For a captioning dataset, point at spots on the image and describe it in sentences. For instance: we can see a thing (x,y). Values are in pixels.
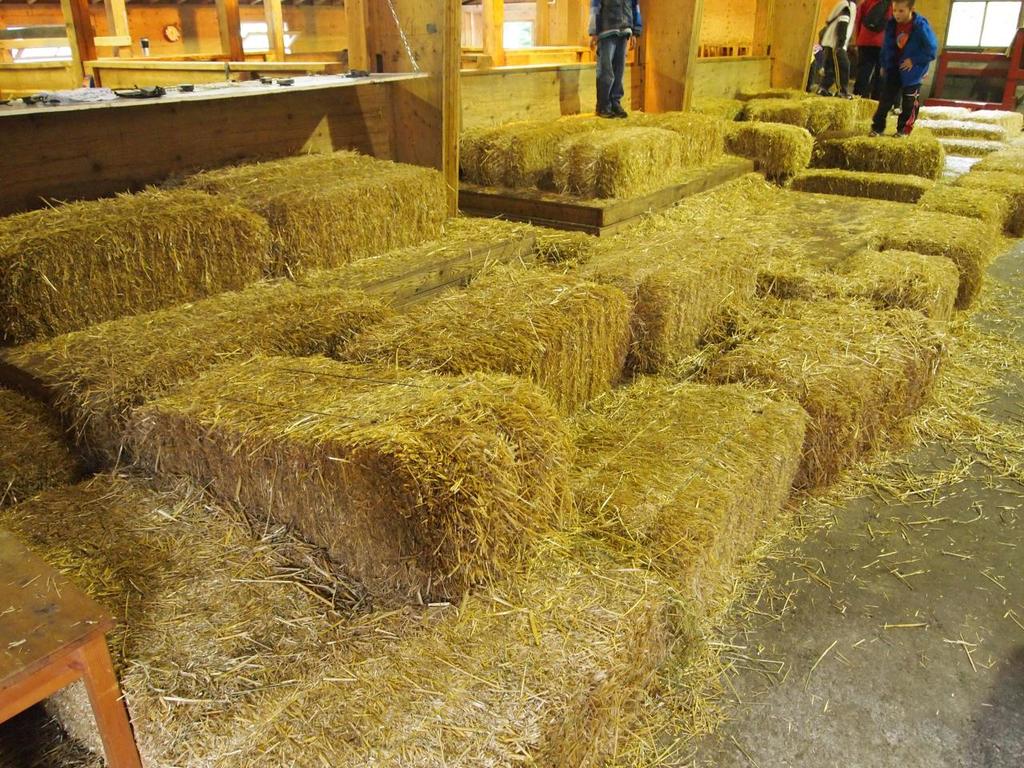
In this picture there are dried grass bundles (548,333) on the top (683,255). On the top (612,38), there are people (874,80) wearing jackets (617,3). At the bottom left (56,662) there is a table (115,674).
